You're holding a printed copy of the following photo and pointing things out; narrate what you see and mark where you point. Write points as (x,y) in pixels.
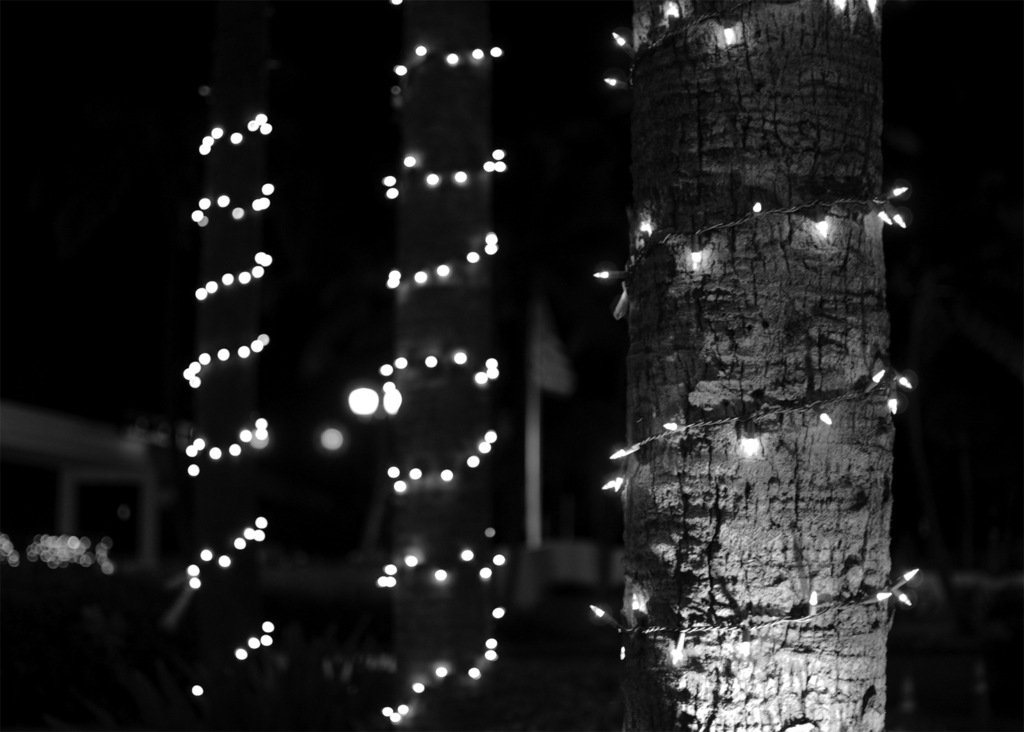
In this image we can see the trunks (788,277) of trees (771,437) rounded with the decor lights (714,421).
